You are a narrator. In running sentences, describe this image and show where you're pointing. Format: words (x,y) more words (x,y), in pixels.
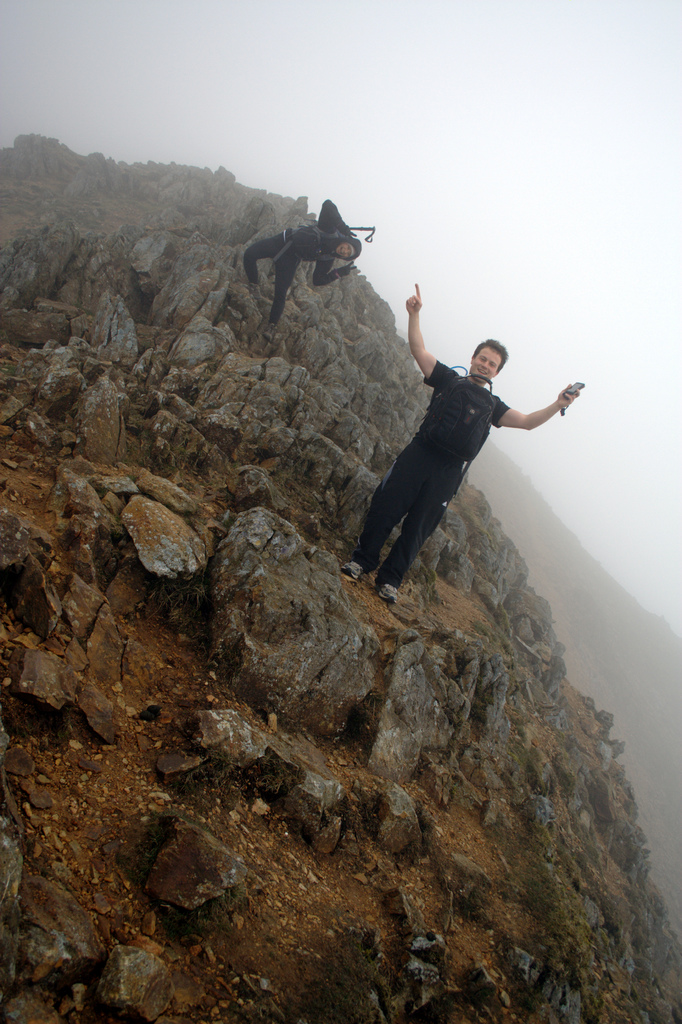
In the image there are two men (300,251) in black dress (300,251) standing on hill (371,721) and above its sky (361,81).
